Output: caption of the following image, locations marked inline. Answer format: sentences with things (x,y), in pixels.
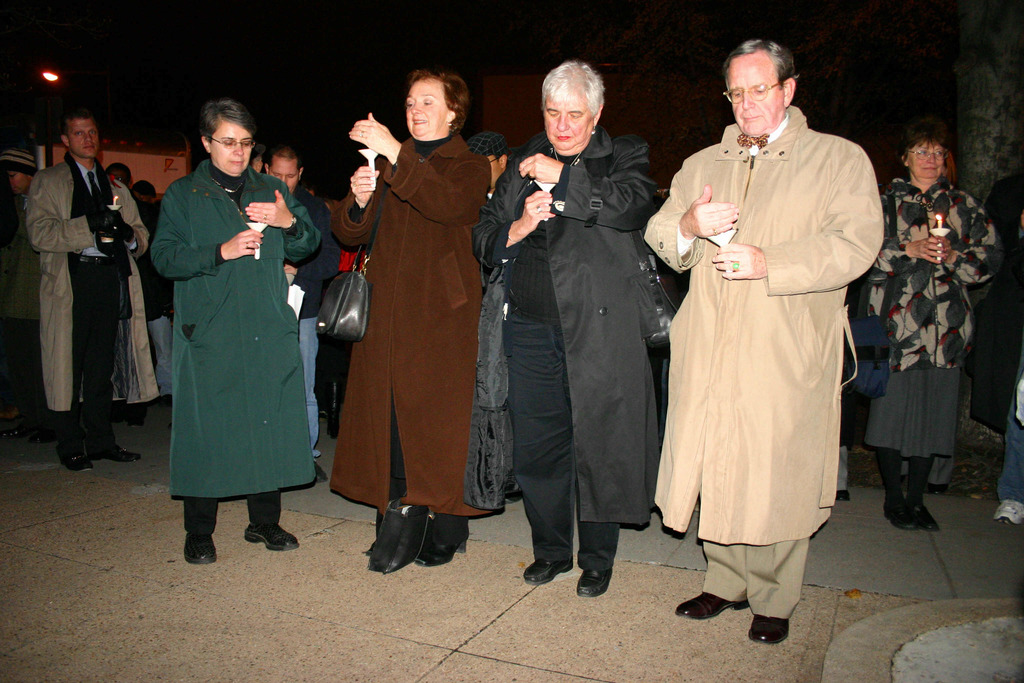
In the image there are a group of people (514,258) holding candles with their hands (363,196) and behind them there is a wall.
